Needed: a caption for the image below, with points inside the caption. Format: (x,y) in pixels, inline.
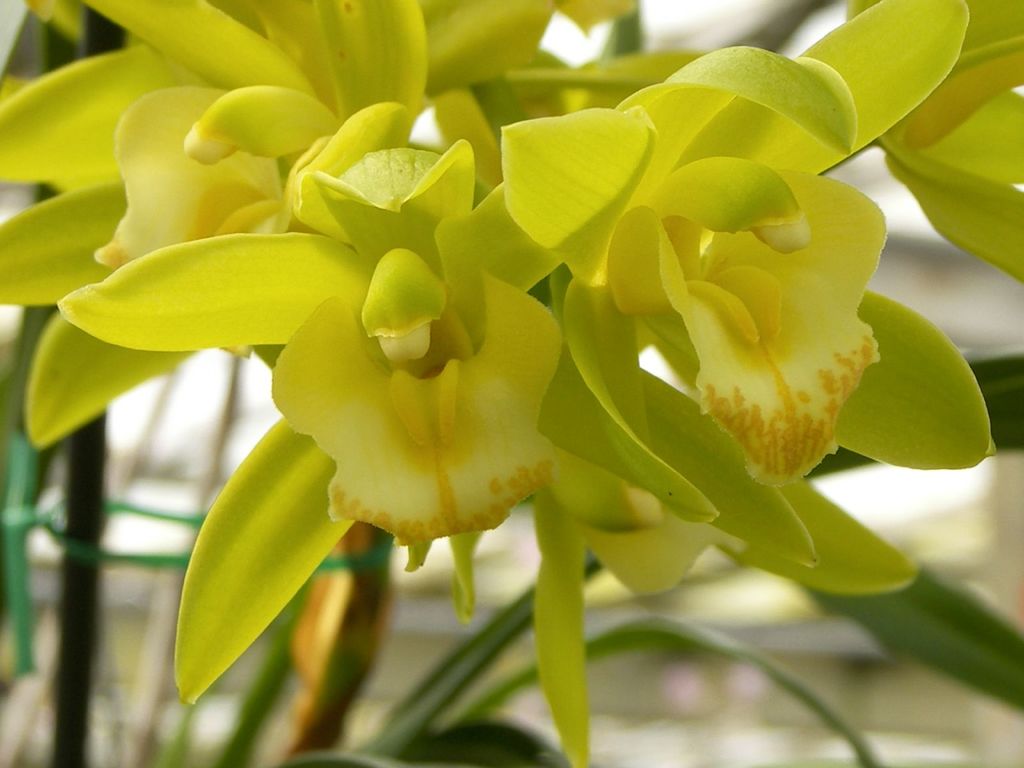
In this picture we can see flowers (451,95) and in the background (402,615) we can see leaves (274,669), some objects (927,685) and it is blurry.
